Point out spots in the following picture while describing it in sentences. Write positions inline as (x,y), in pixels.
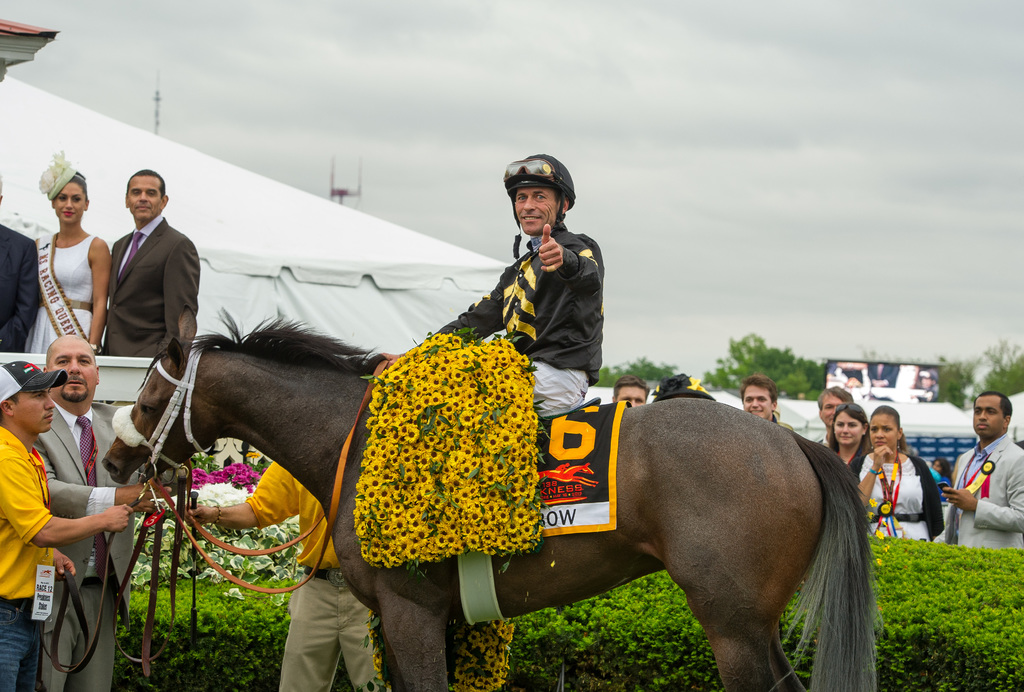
In this image there is a man (540,397) sitting on the horse (300,415). Beside him there are few people (67,397) who are holding the belt (141,547) which is tied to the horse (284,411). At the top (608,111) there is sky (491,213) which is cloudy. To the right side (913,455) there are few people (946,492) who are having a badge (976,487) is looking at the man (570,327) who is sitting on the horse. There is a flower patch (449,383) on the man (562,357) who is sitting on the horse (275,399).
